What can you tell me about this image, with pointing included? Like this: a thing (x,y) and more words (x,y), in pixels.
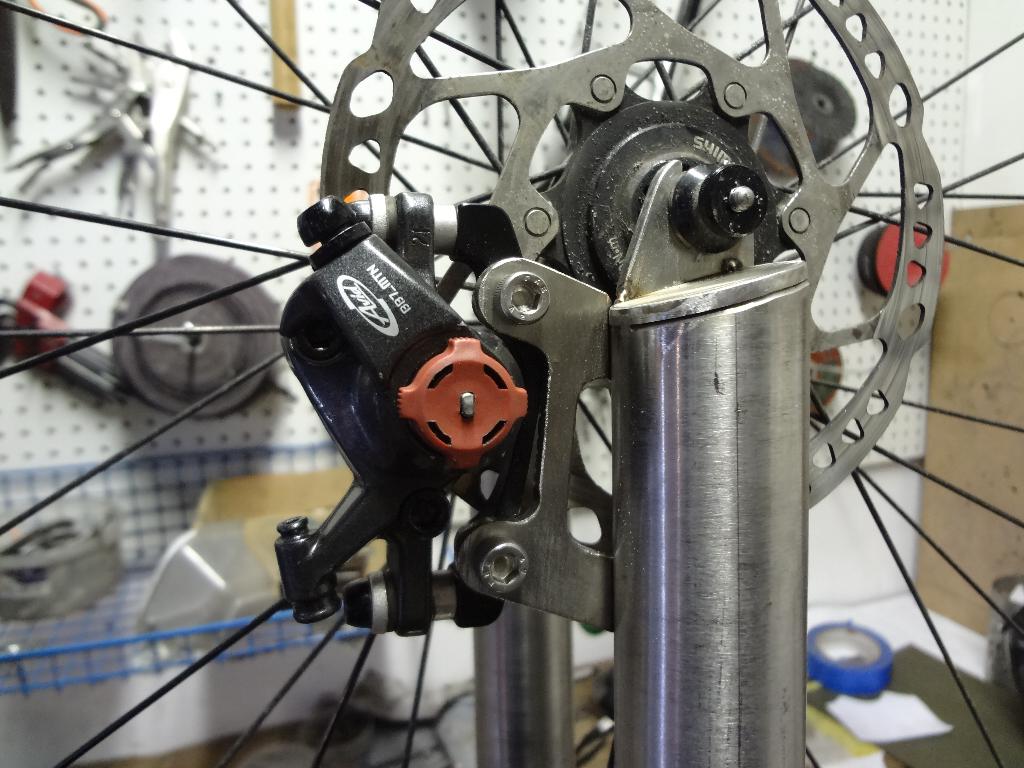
In this image I can see a mechanical instrument (525,464) and that looks like a hub gear (355,615). In the background (282,217) there are some other objects (917,736) and there is a wall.
